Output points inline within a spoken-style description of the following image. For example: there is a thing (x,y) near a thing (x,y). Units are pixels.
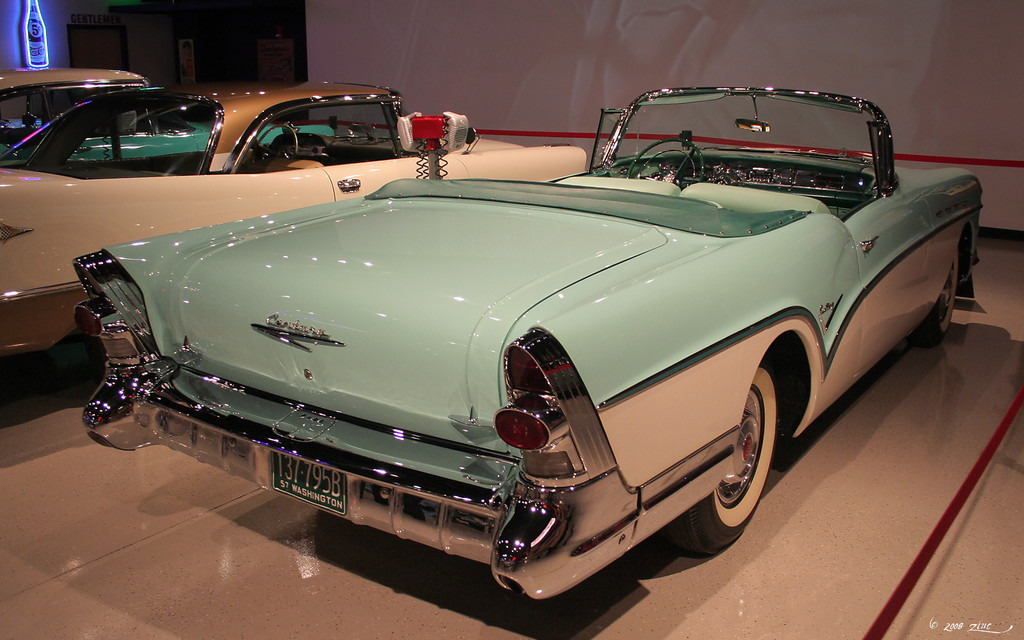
In this image we can see a few vehicles (332,378) on the floor (124,567), there are some posters (260,51), bottle (44,51) and a door (92,58), in the background (57,56) we can see the wall (56,33).
